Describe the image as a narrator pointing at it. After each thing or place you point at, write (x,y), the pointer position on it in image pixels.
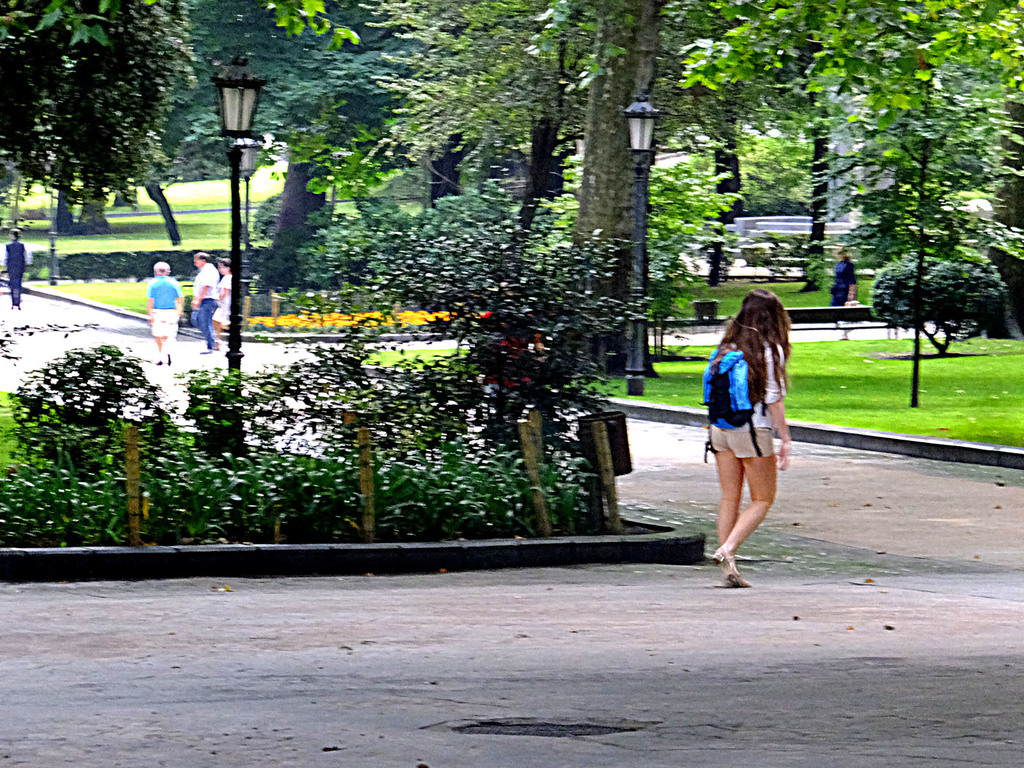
In this image in the center (377,481) there are plants (476,452) and there is a woman (745,425) walking wearing a blue colour bag (730,414). In the background (267,295) there are poles (245,290), trees (812,203), persons (16,267) and there's grass (833,382) on the ground (856,340).
